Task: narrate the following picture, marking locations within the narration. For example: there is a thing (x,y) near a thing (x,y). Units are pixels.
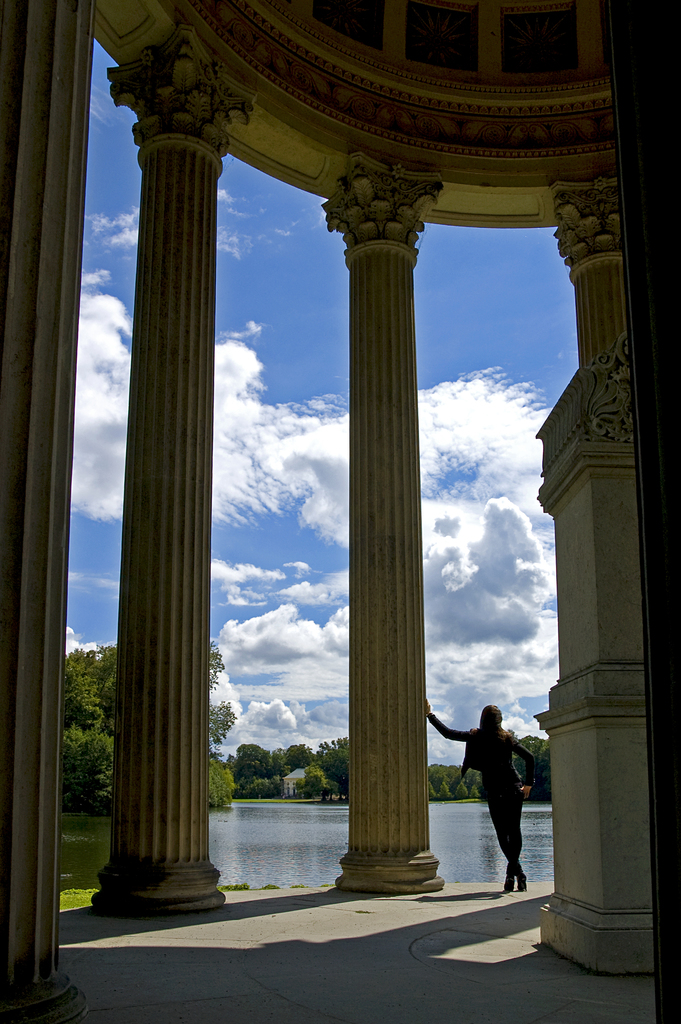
In this image, there is a person (508,765) standing and wearing clothes (493,779). There is a lake (285,861) at the bottom of the image (316,856). There are pillars (177,497) and sky (336,417) in the middle of the image (301,361).
